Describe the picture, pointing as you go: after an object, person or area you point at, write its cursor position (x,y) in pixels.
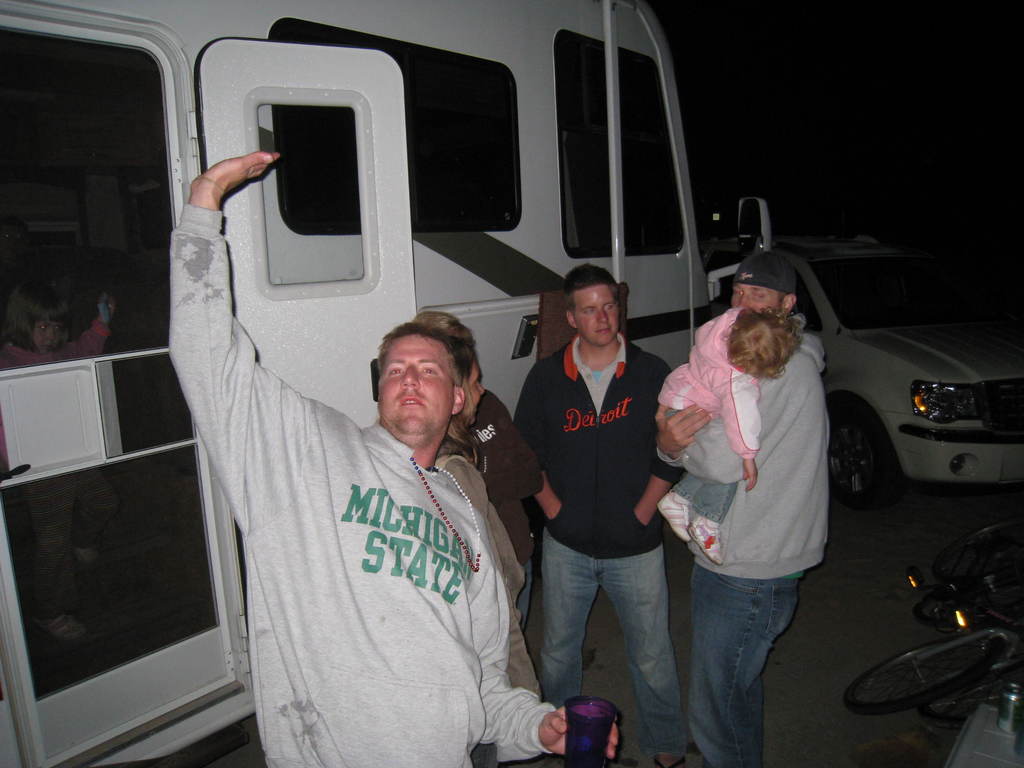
In the foreground of the picture (792,316) I can see four persons (597,308) standing on the road (922,560). I can see a man (255,537) on the left side (271,516) holding a glass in his left hand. There is a man (727,619) on the right side (720,343) is holding a baby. I can see a bus (562,140) on the left side (170,89). There is a car (953,275) on the right side (893,324). I can see a bicycle (983,576) on the bottom right side of the picture (967,552).
